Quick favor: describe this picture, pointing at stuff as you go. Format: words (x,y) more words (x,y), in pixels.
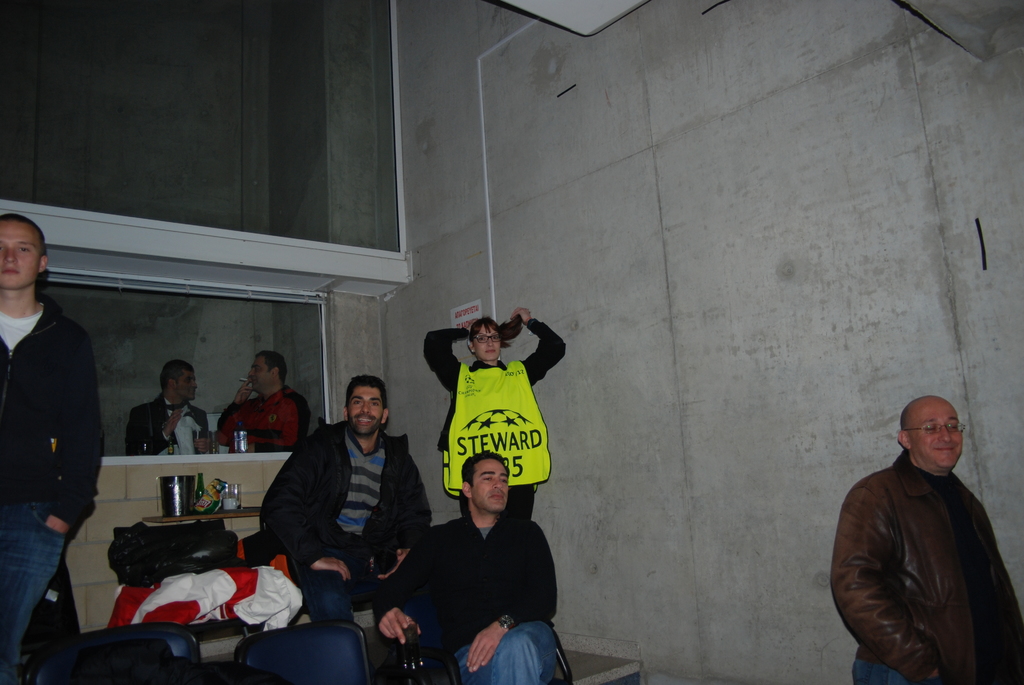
In this image there are two men (385,486) sitting on the chairs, there are four men (230,426) and a woman (486,375) is standing, there are chairs (173,651) towards the bottom of the image (266,641), there is a table (214,514), there are objects (186,506) on the table (181,521), there is the wall (791,327).
